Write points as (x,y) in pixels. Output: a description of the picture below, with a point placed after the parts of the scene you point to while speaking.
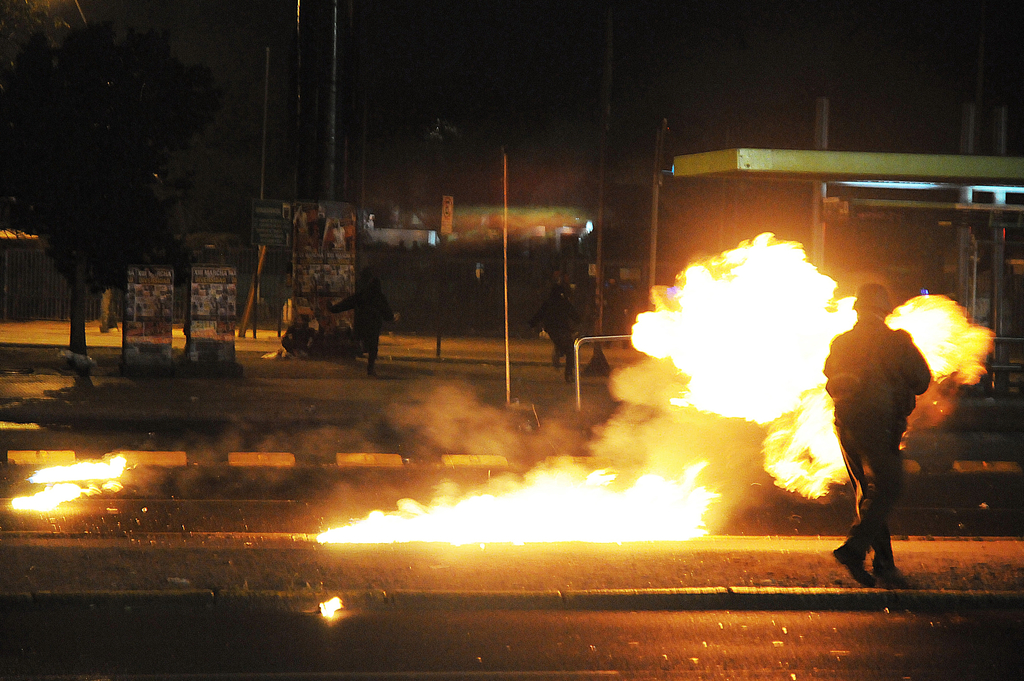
In this picture we can see the fire (647,482) on the path (937,585). There is a person (877,340) on the right side (860,331). We can see two people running at the back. There is a stand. We can see a pole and other objects (144,297) in the background (51,203). The background (34,213) is dark.
